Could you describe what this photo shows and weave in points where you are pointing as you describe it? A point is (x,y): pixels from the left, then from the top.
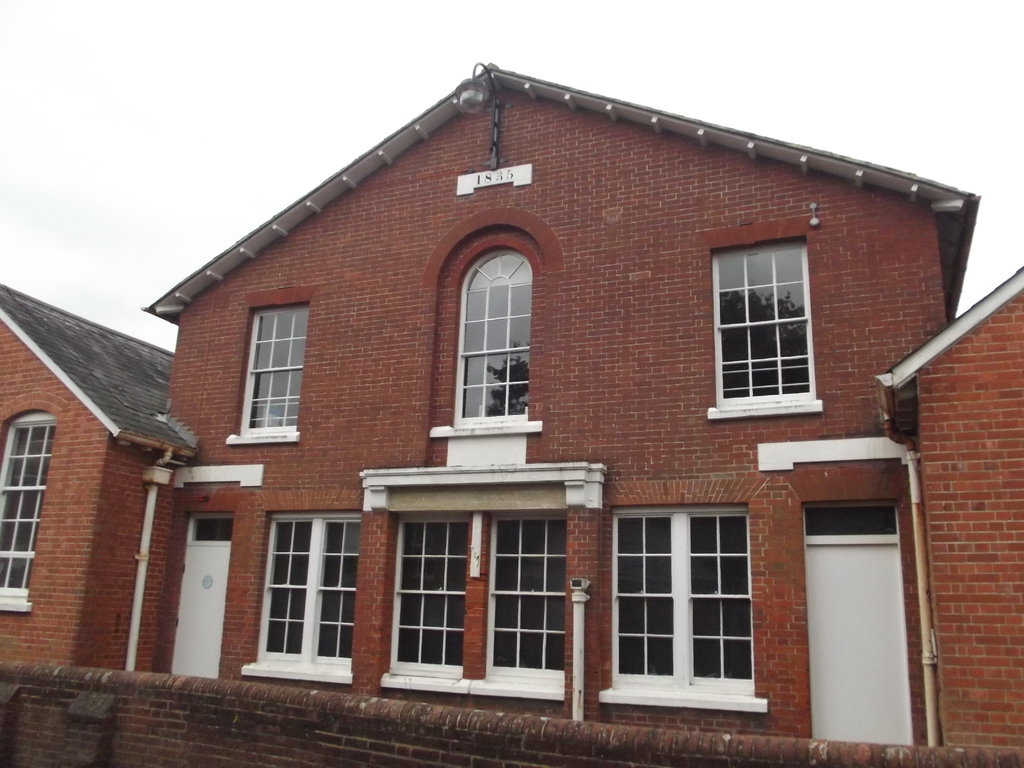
In this image I see buildings (476,375) which are of brown and white in color and I see the brown color wall (66,734) over here and it is white in the background (918,65) and I see numbers (480,183) over here.
